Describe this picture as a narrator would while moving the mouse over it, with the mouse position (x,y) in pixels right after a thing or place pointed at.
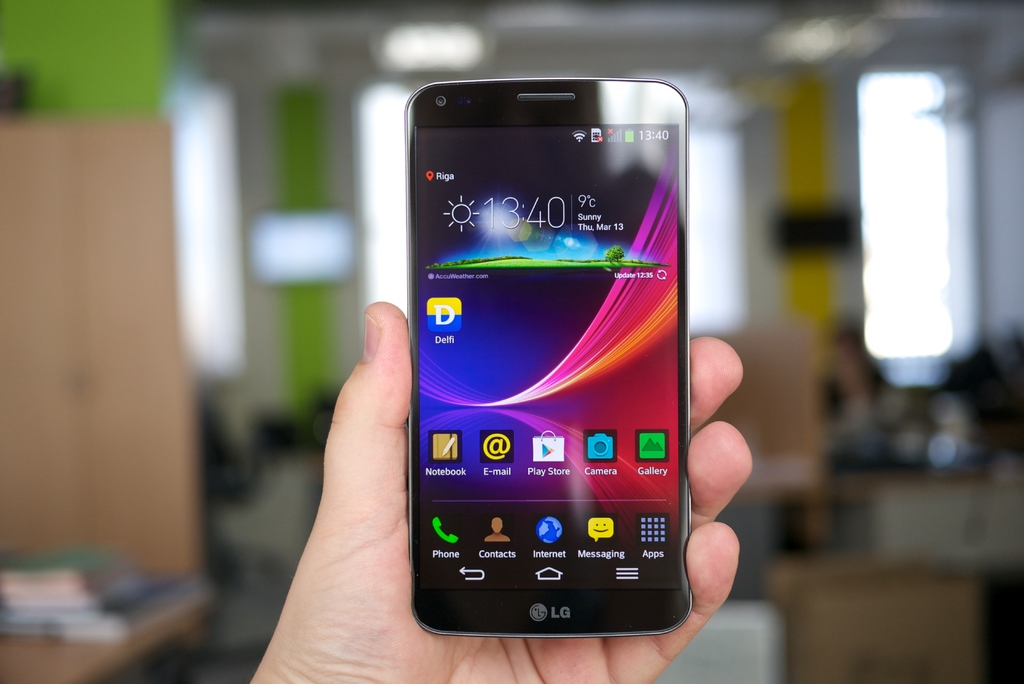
In the image in the center (387,403), we can see one human hand (404,505) holding a smartphone (479,348). In the background (1014,159) there is a wall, table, books (55,576) and a few other objects (182,388).
